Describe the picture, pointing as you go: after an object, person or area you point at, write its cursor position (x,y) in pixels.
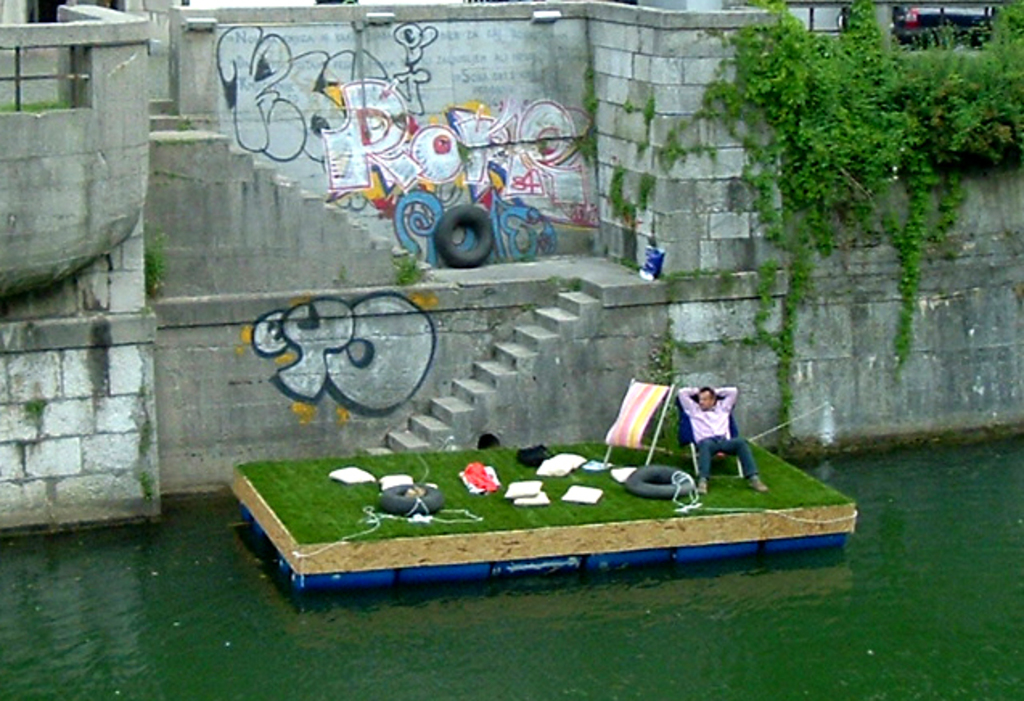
In this image there is one person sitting on the chair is on the boat (633,463) as we can see in the bottom of this image (515,511). There is a lake (310,597) in the bottom of this image (564,620). There is a wall (441,153) on the top of this image (509,155). There is a Tyre (484,237) is kept in the middle of this image (446,254). There are some plants (822,138) on the right side of this image (863,178).
